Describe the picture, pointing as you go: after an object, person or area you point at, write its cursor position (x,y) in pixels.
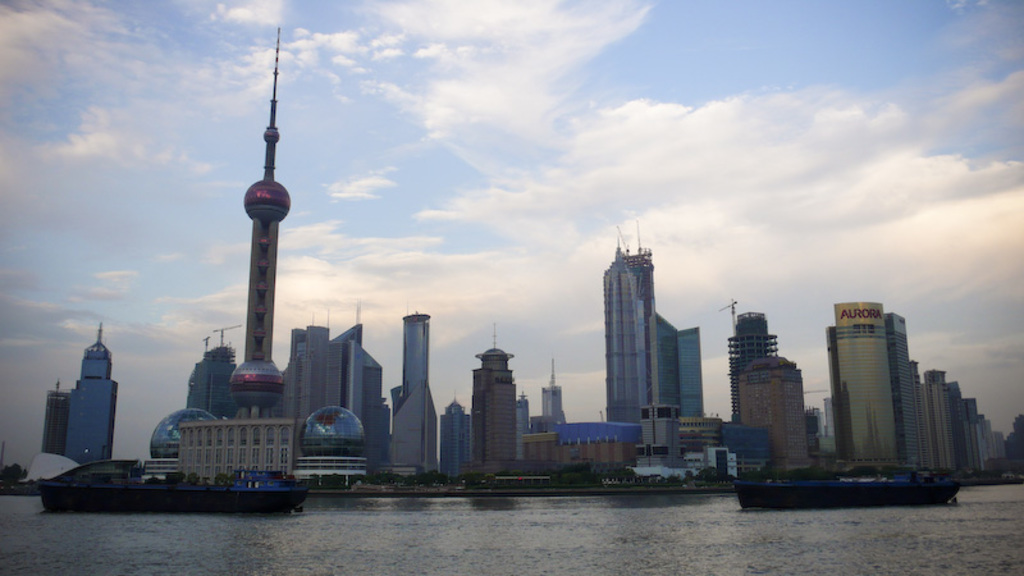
In this image there is water (918,531). There are boats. There are trees (620,474) and tall building (318,426) in the background (581,440). There is sky (20,371).
